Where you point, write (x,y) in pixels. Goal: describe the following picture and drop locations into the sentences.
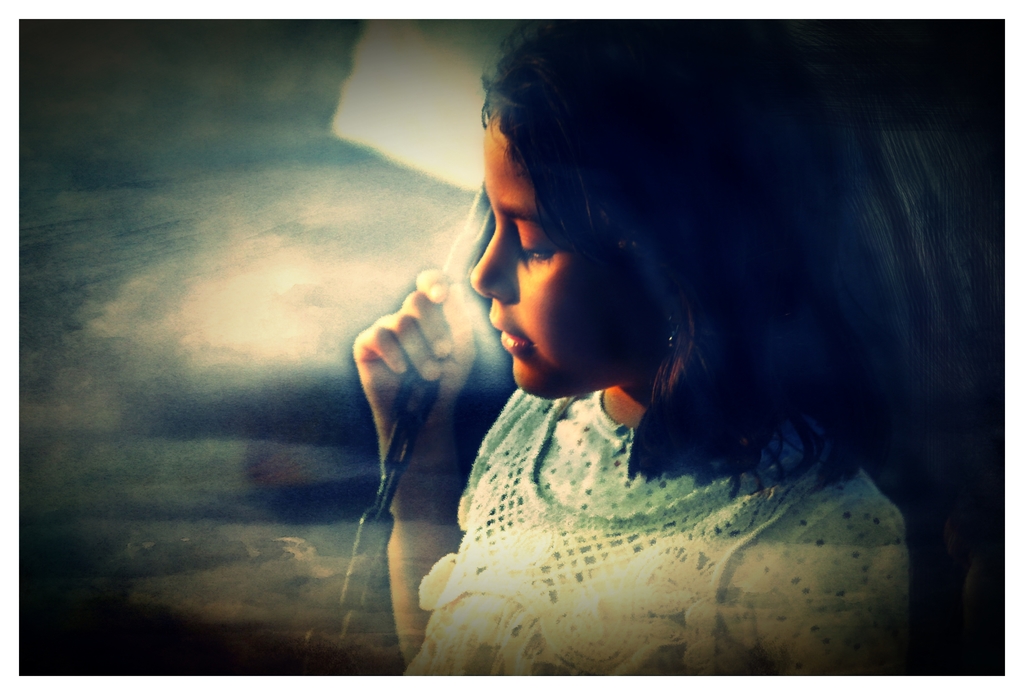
In this image there is a girl (576,549). She is holding a chain (401,463) in her hand (395,395). To the left (237,399) it is blurry.
